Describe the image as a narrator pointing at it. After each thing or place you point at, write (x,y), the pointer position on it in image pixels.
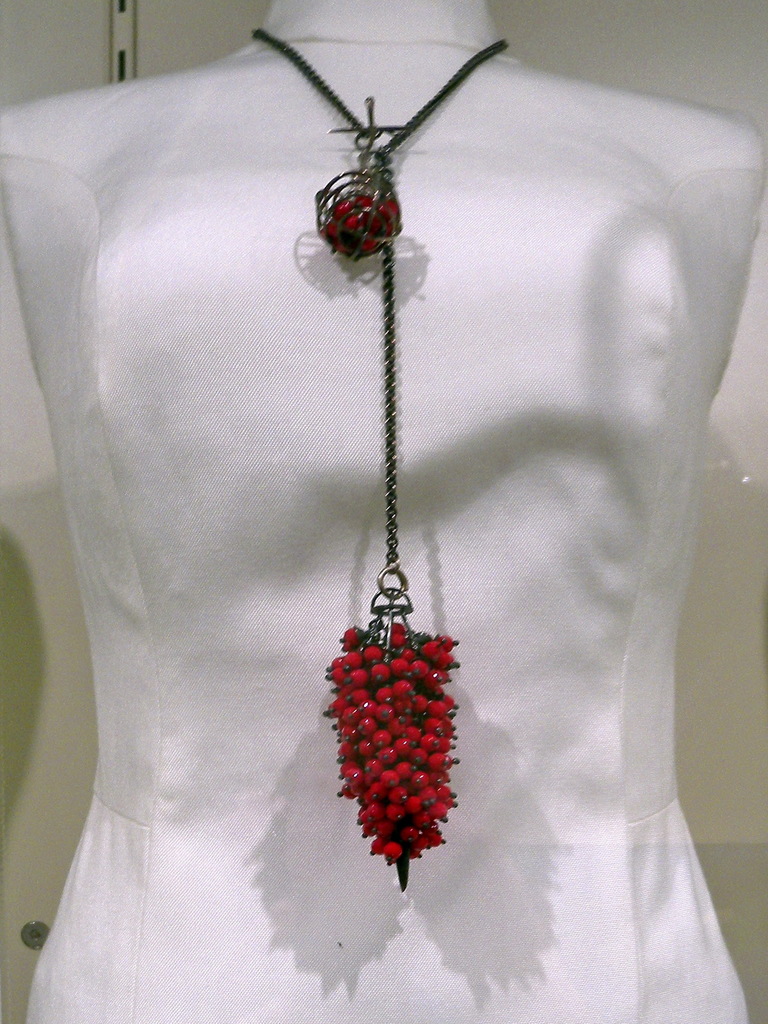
There is a chain (394,773) which has a red color bottom (394,709) is attached to a white color object (429,301).
